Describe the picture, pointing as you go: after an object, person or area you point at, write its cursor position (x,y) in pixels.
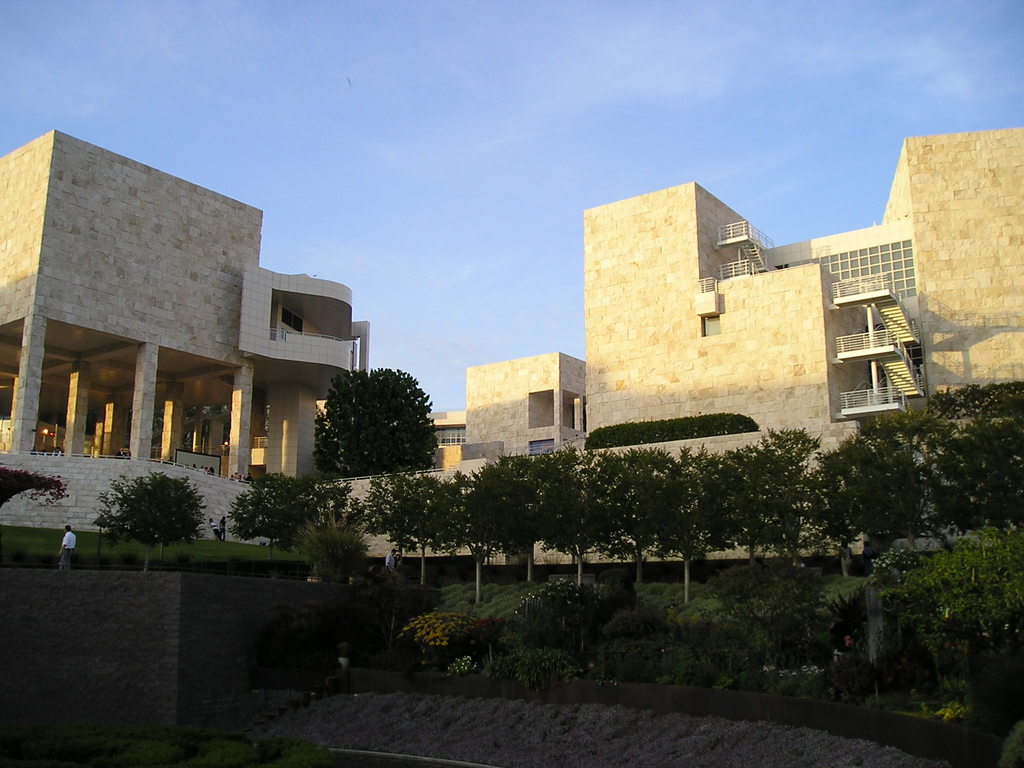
There are plants (405,615), a person (67,537) and grassland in the foreground area of the image (504,544), there are buildings (490,391) and the sky (482,284) in the background (482,284).
